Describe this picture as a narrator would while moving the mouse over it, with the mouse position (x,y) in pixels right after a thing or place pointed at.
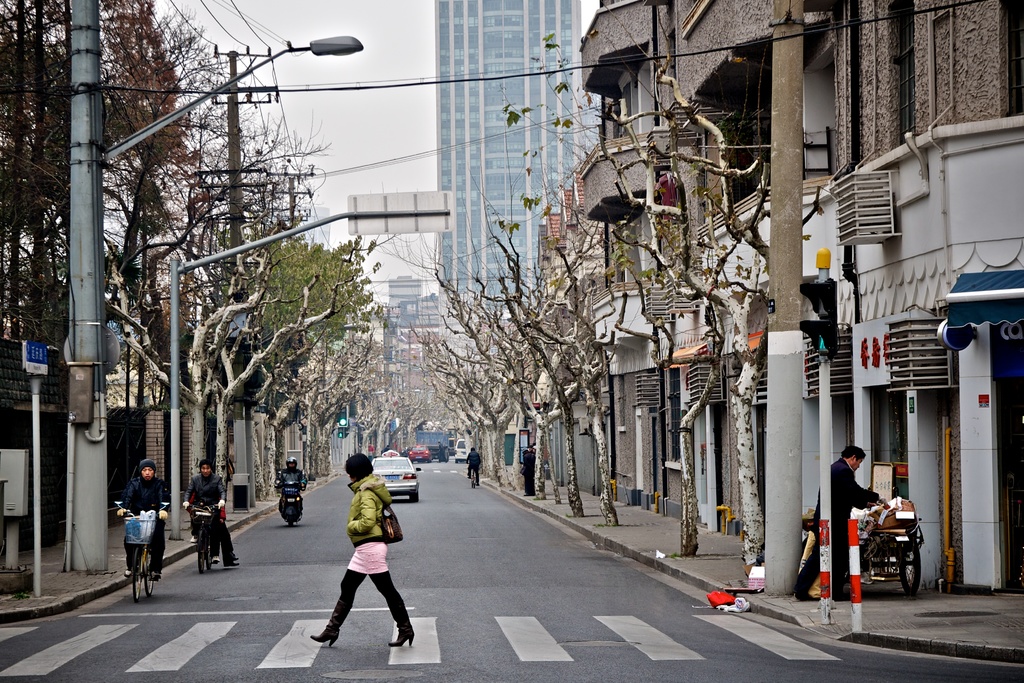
In this image we can see road (449,562). On the road (422,497) there are vehicles (392,460). Also there are few people (148,502) riding cycles (475,478). On the sides there are sidewalks (646,533). Also there are trees (337,386). And there is a board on a pole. And there are electric poles (240,169) with wires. And there is a light pole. Also there are buildings (647,279). In the background (352,103) there is sky (356,116).
